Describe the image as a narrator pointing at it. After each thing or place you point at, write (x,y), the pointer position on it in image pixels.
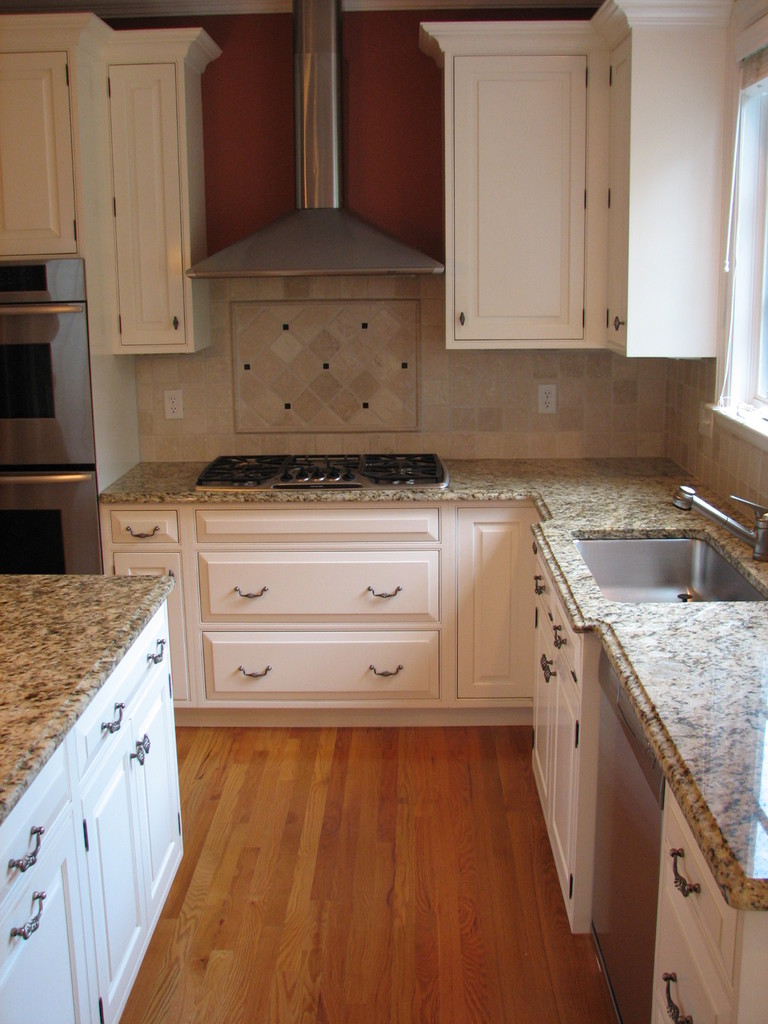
This picture is taken in a kitchen (345,786). There is a kitchen cabinet (635,654) having a sink (690,569), tap (753,533), stove (444,485) on it. There is a chimney (334,272). Both sides of it there are few cupboards (713,174) attached to the wall (336,382). Left side (63,875) there is a cabinet (108,845). Behind it there are ovens (28,470).
